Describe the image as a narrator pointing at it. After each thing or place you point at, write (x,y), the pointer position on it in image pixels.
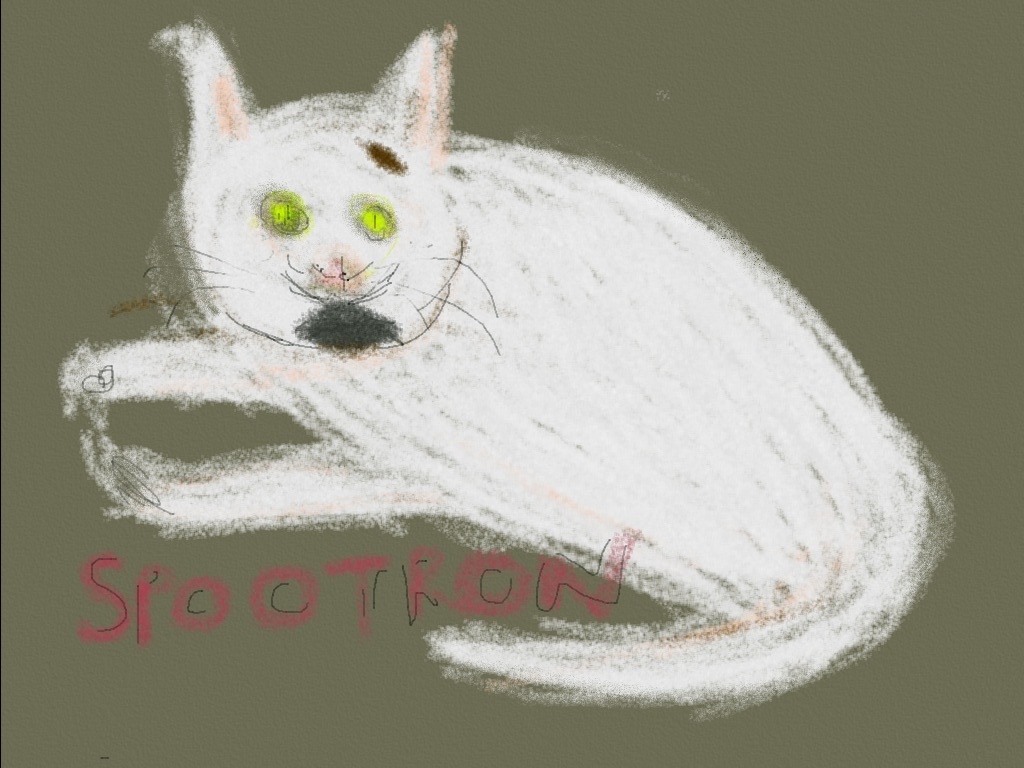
In this image there is a sketch (464,356) of a cat (441,387) and some text (599,571) on the background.
